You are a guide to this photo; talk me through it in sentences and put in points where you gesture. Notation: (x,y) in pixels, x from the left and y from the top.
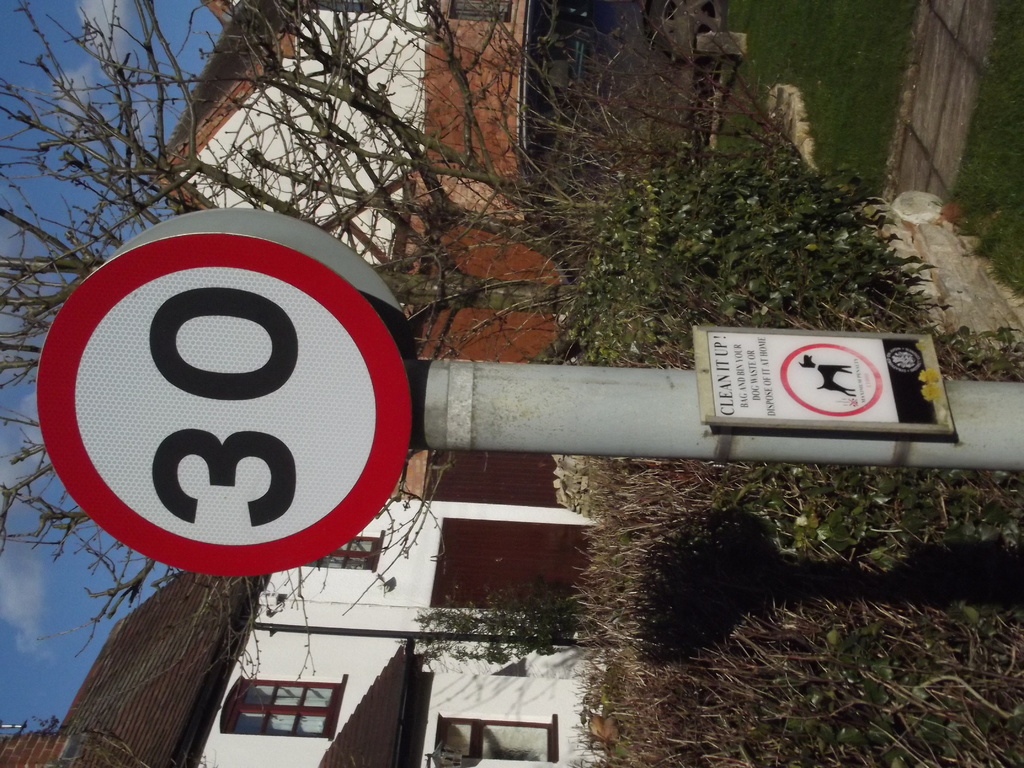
In this image there is a pole (559,443) and board (286,484), and in the background (669,470) there are some plants (668,309), grass (791,81), houses (323,661). And on the left side of the image (65,597) there is sky (59,585).
